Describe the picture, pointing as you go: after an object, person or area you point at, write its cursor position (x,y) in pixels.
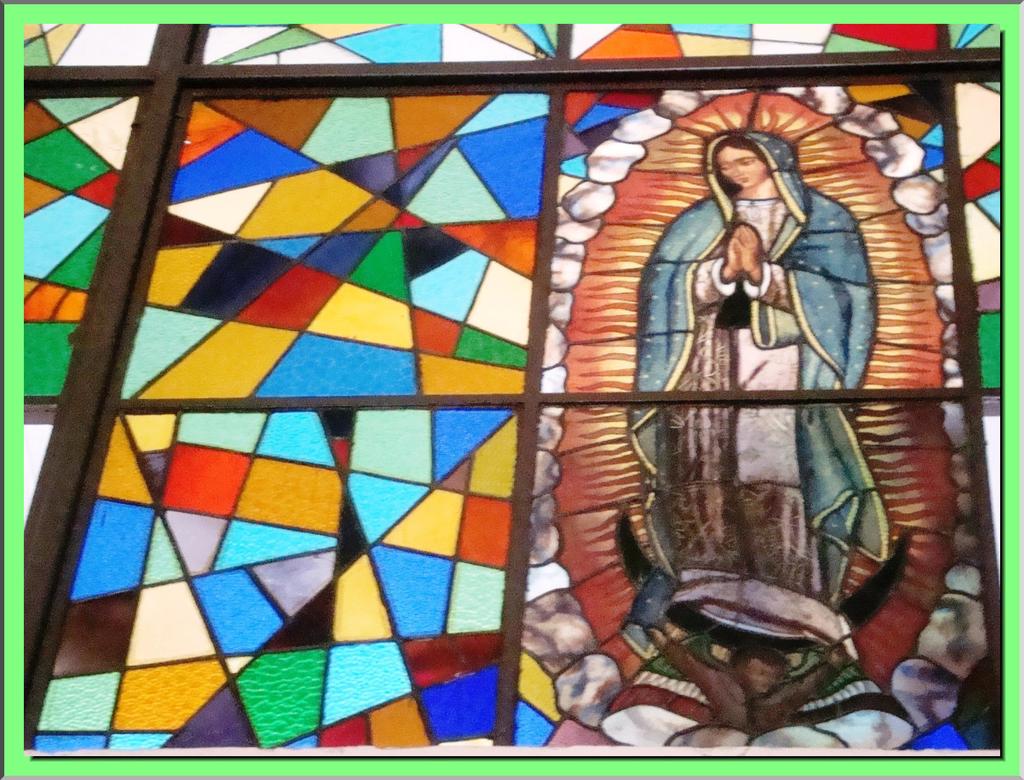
In this image we can see, there are windows (590,224) covered with irons (71,410) and also on the right side (733,113) there is a poster (705,124) of a god (657,616).
